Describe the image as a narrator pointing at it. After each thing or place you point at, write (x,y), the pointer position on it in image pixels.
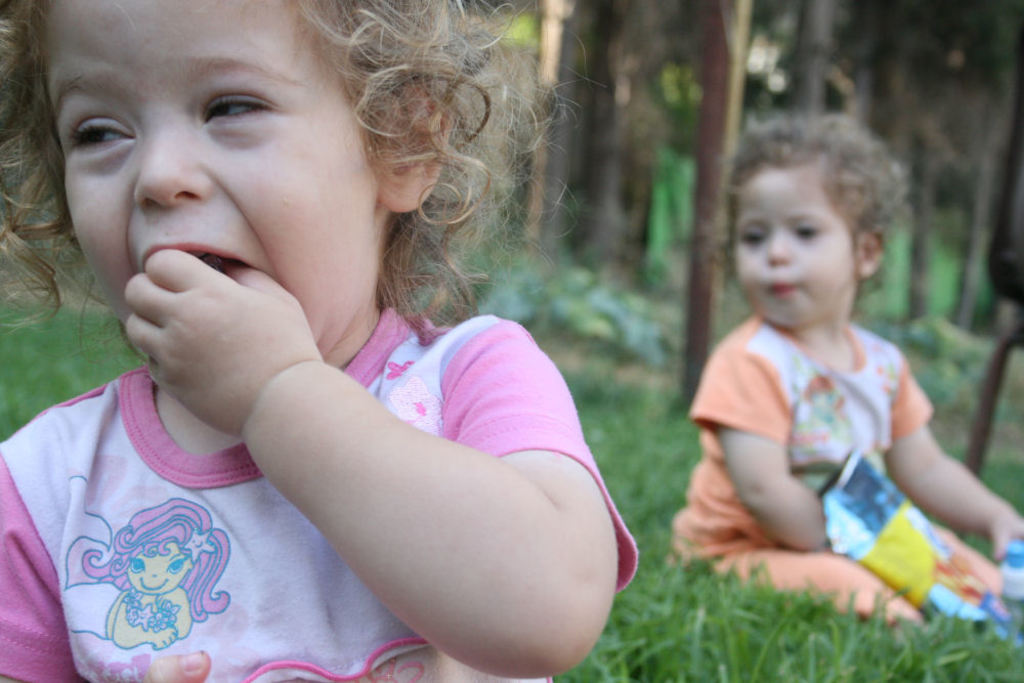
In this picture I can see two kids (812,448) sitting on the grass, and in the background (664,137) there are trees (643,112).
